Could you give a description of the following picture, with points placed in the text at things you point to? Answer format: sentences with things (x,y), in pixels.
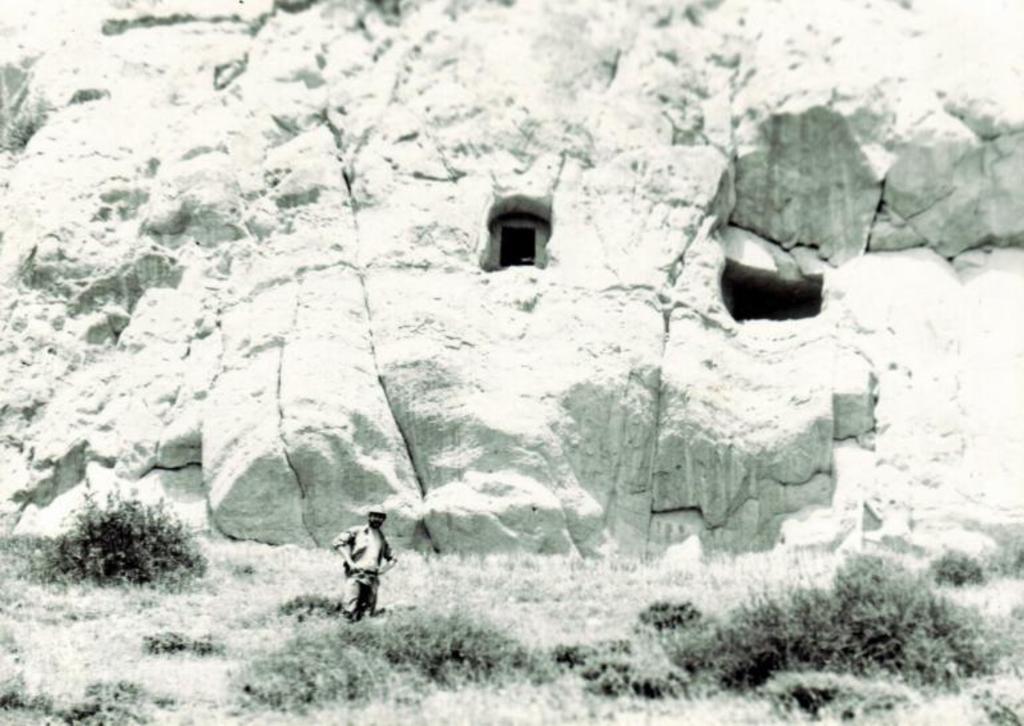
In the image there is a person (352,546) standing in between the grass (181,692) and behind him there is a huge hill (815,475).
